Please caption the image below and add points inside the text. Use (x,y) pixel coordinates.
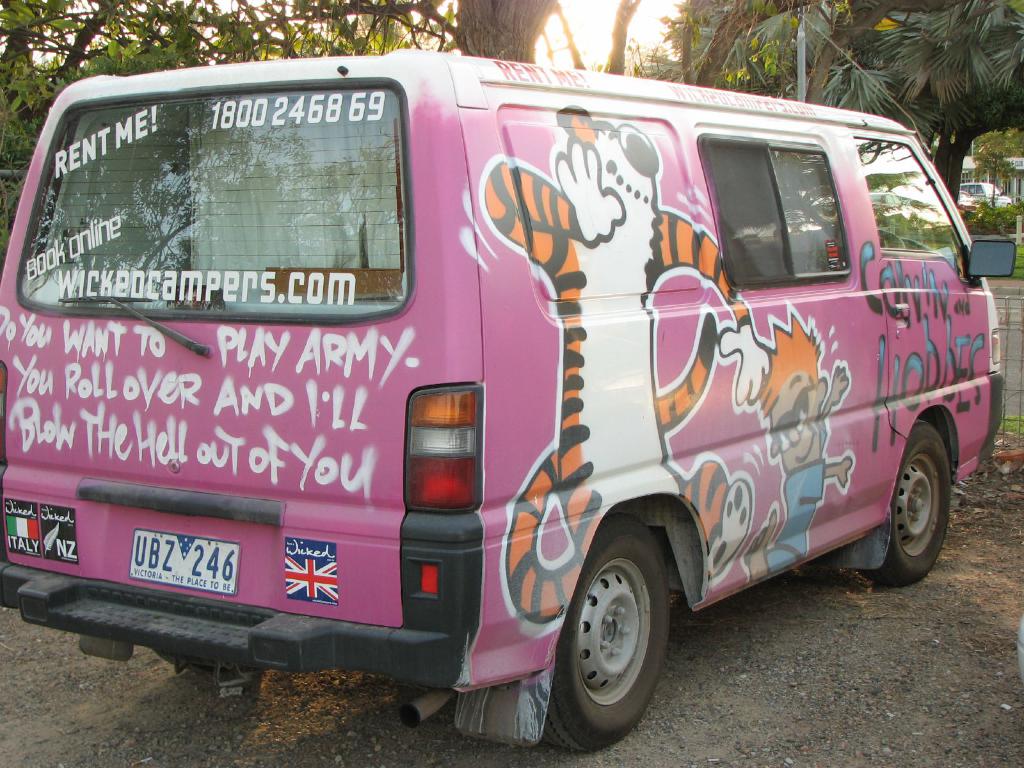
This picture is clicked outside. In the center (650,484) we can see a pink color van (866,155) on which we can see the text (303,382) and the pictures (583,376) of some objects (613,482) and we can see the flags (325,580) attached to the van (168,398). In the background (908,34) we can see the trees (423,21), some vehicles (982,190), plants (972,220), grass (1023,254) and some other objects (1020,192).
